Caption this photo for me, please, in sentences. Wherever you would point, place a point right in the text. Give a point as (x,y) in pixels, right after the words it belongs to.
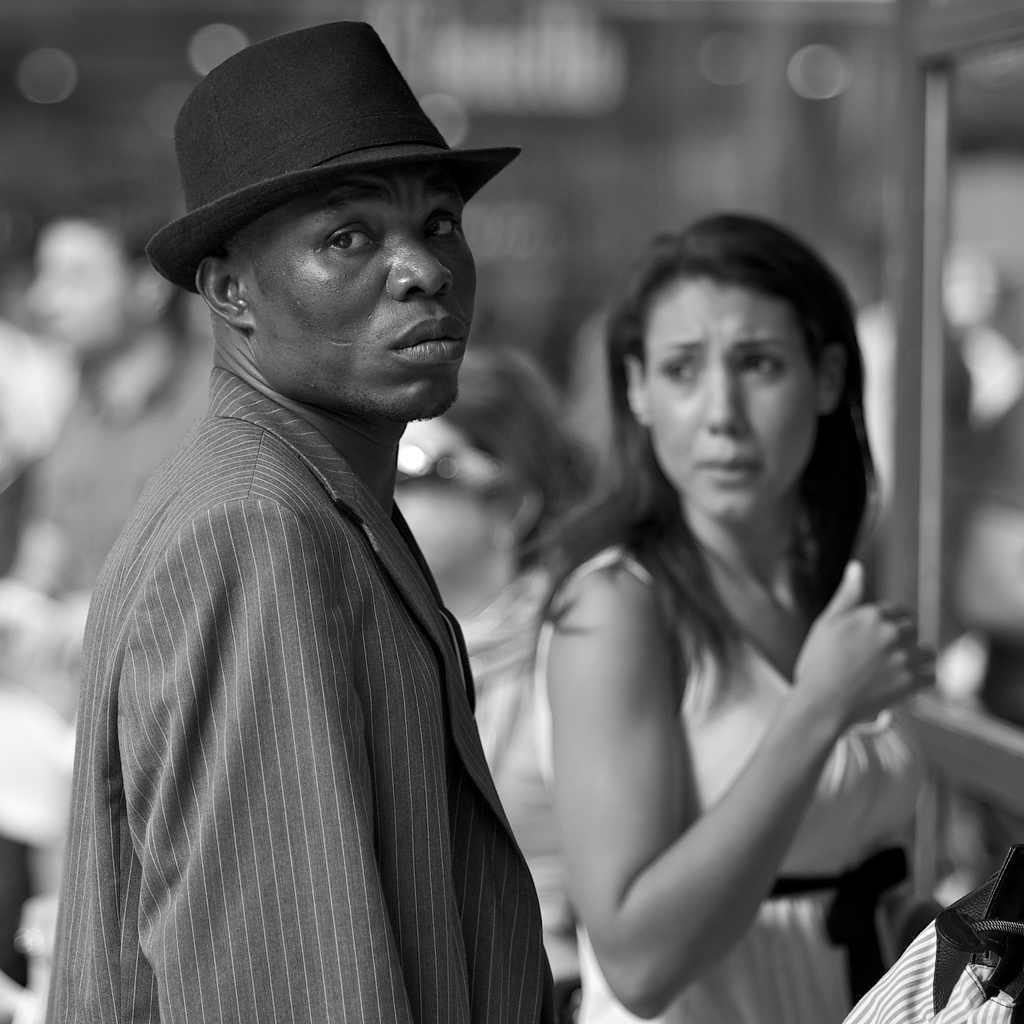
This is a black and white image. There are a few people (509,646). We can see some objects (961,1004) on the right (926,740). We can also see the blurred background (488,85).
